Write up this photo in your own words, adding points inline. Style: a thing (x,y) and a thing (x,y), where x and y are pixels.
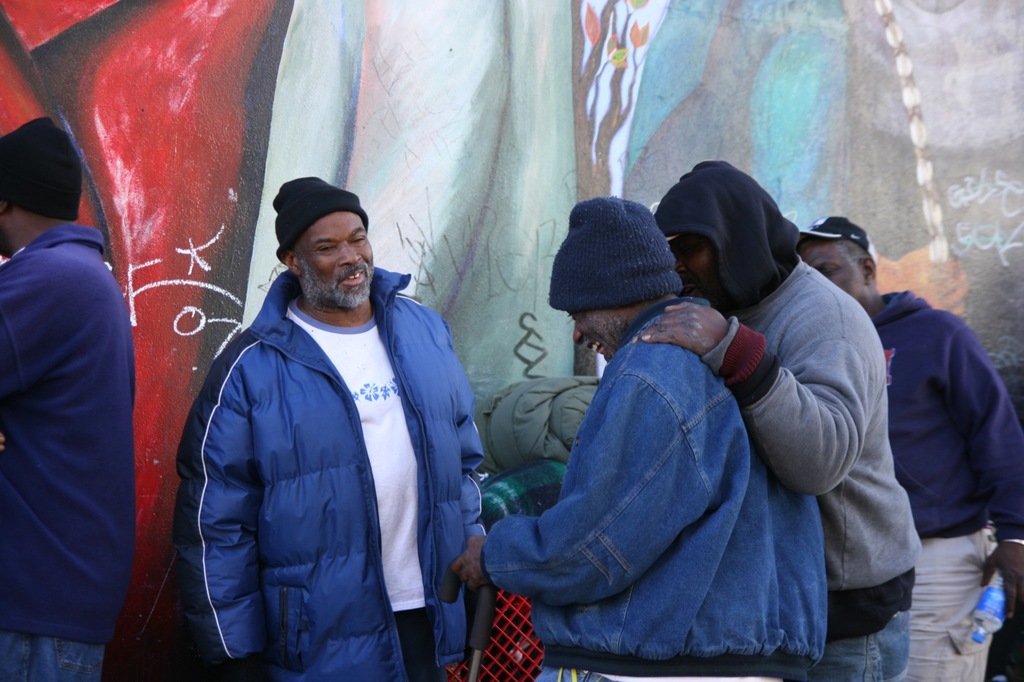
In this image we can see five people (582,439) and there are few objects (514,468). In the background (358,153) we can see painting (784,109) on the wall (375,61).
